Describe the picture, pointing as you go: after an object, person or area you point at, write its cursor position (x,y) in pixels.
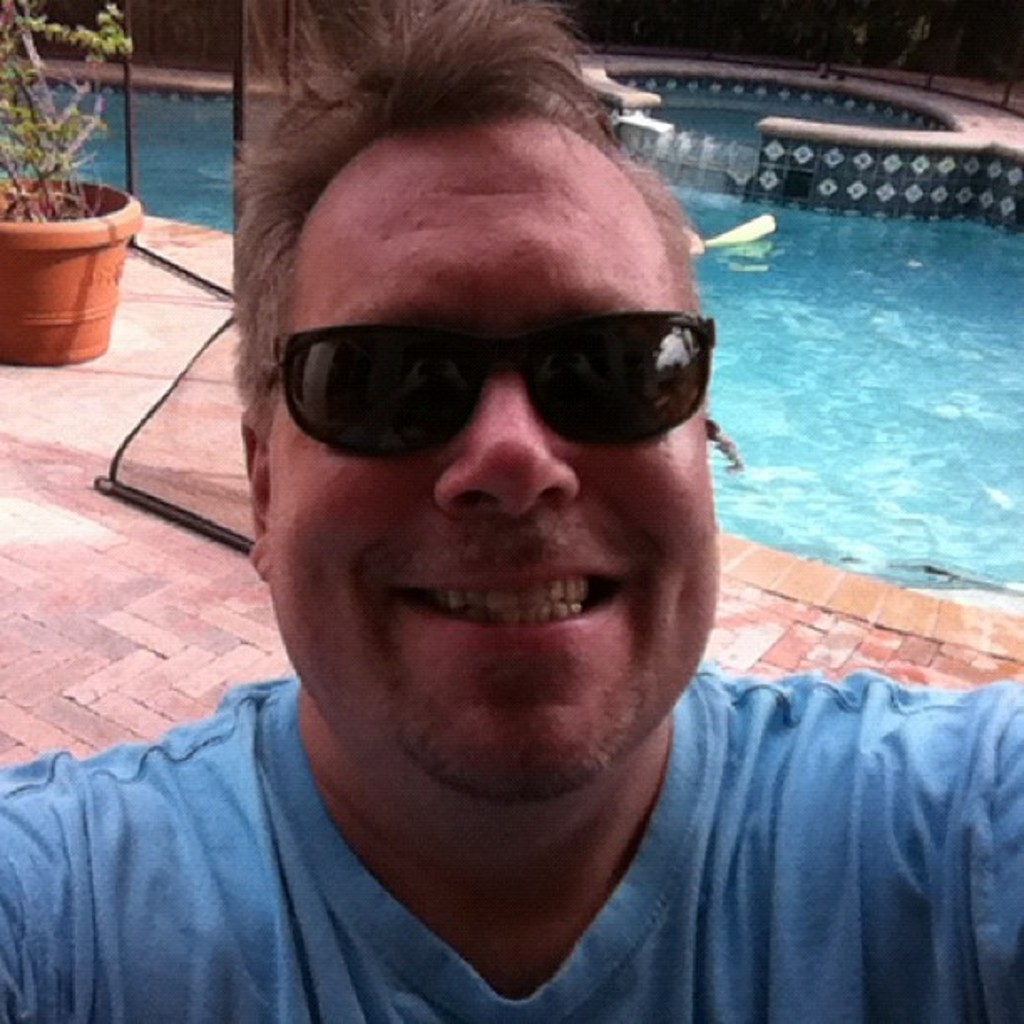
In this image we can see a man (383,421) with goggles (537,398) and blue shirt (807,926), in the background (917,345) there is a swimming pool (786,268) and a potted plant (89,334) with water (910,333).
